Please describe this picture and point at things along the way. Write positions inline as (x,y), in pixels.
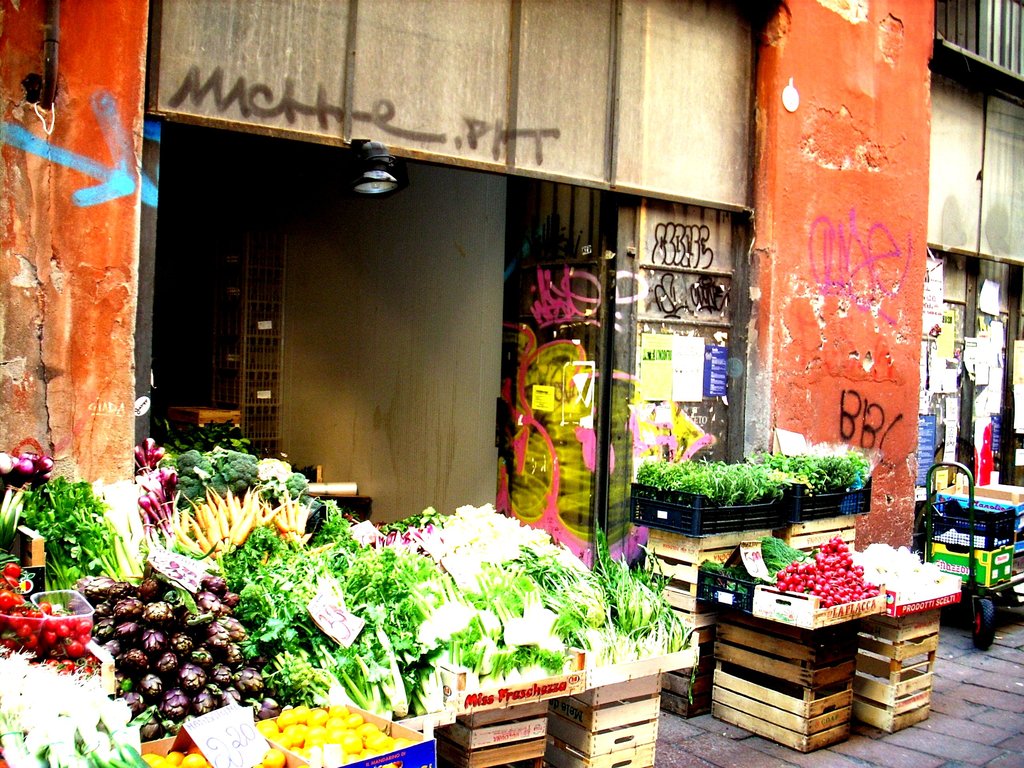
In this image I can see so many different type of vegetables (558,618) served on the table (680,691) and kept in-front of a building (919,218).
